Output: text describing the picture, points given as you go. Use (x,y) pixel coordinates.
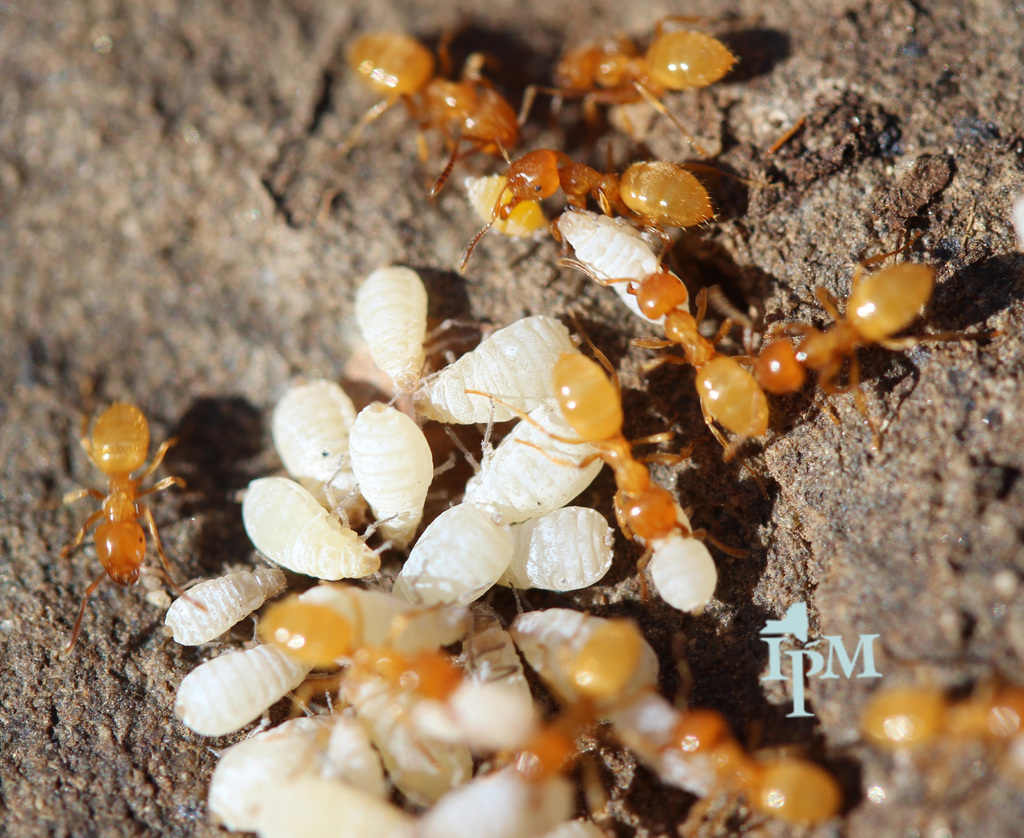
In this image there are insects (459,525) and there is some text (814,672) written on the image.
